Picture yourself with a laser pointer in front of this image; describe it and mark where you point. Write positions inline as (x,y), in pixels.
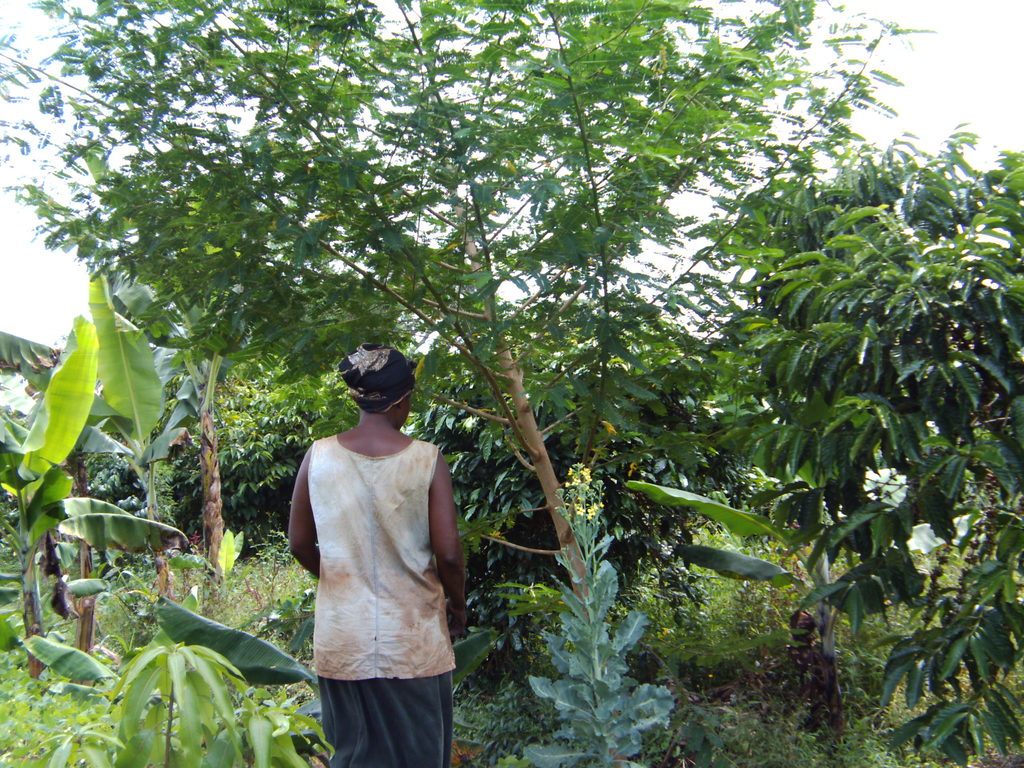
This image consists of a person (374,592). In the background (179,224), there are trees (598,339) and plants (705,659). At the top (866,112), there is a sky (866,112).
